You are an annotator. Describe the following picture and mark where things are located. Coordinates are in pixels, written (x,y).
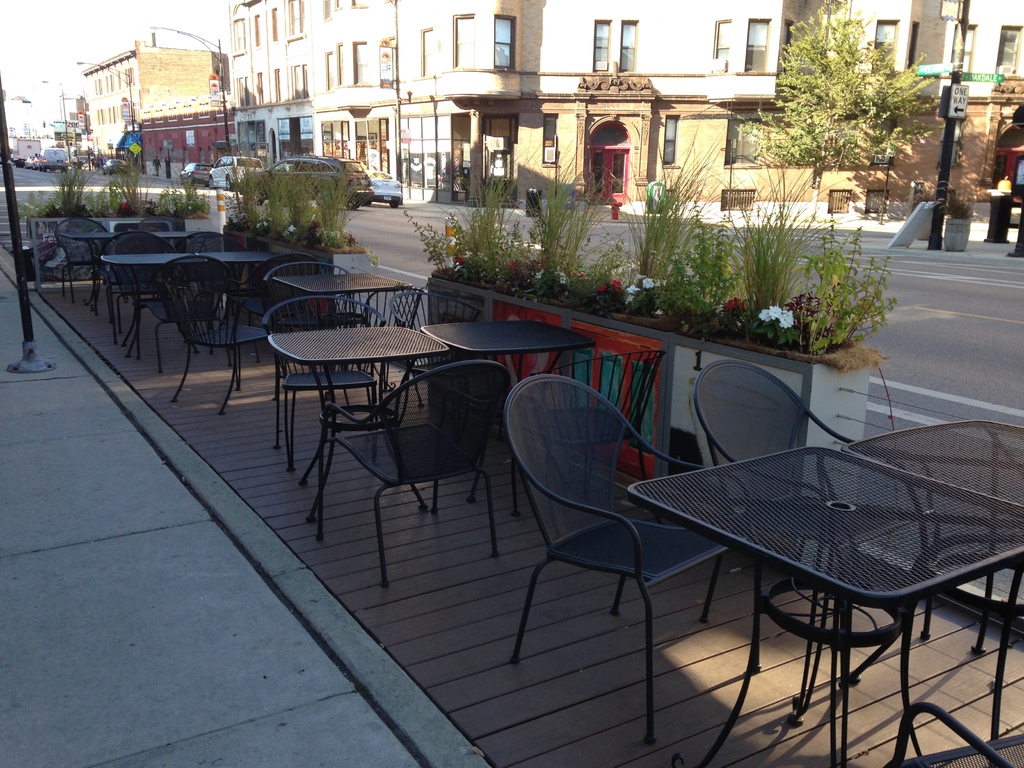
In the foreground of this image (824,546), there are tables (831,538), chairs (560,421), a pavement (117,412), pole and few plants (530,258). In the background (1008,346), there are vehicle (342,185) moving on the road (390,224), buildings (642,60), poles (222,60), a sign board (943,66) and a potted plant (964,236). On the top left (87,31), there is the sunny sky (82,24).
